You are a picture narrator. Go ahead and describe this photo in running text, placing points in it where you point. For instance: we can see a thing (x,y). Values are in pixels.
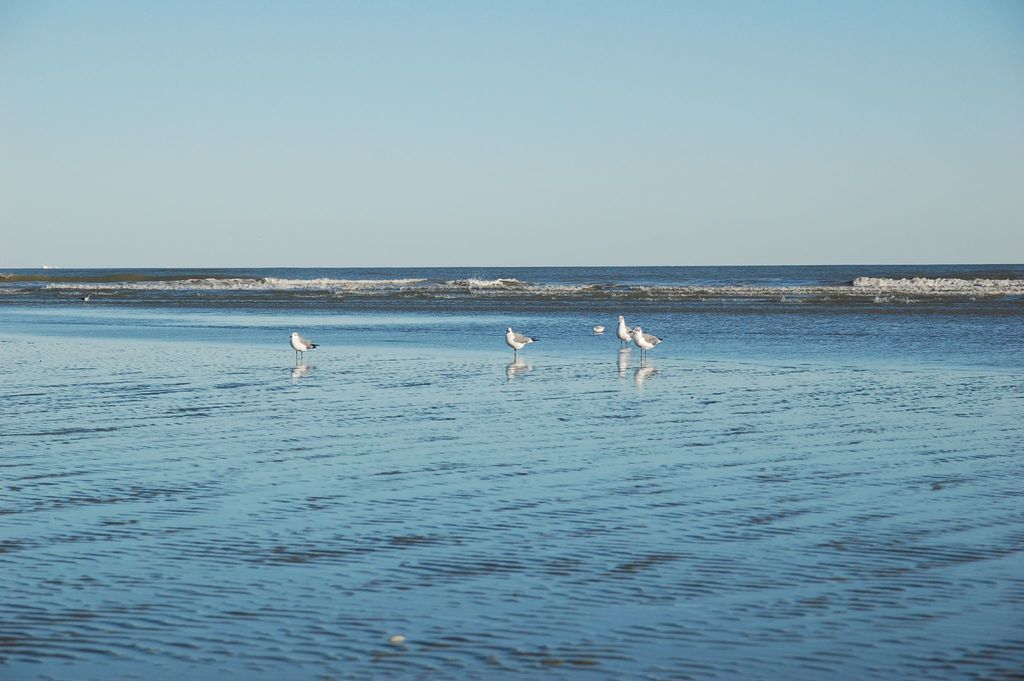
These are the birds (517,336) standing in the water (532,403). I think this is the sea (613,277) with the waves (852,280). Here is the sky (663,139).
